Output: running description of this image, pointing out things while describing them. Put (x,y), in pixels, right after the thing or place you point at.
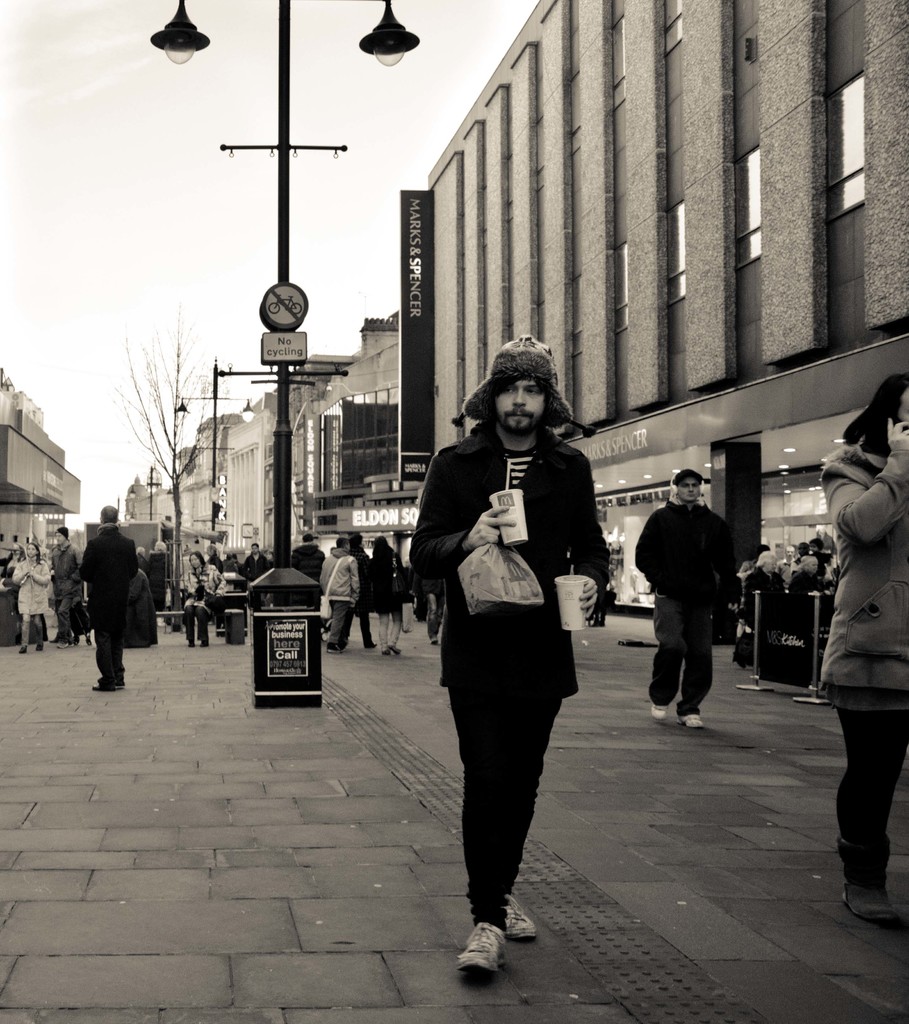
This is a black and white image we can see one man (533,523) is wearing a cap (556,392) and holding two glasses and a cover (502,587). There are some other persons (109,544) present on the left side of this image (206,593) and on the right side of this image (731,604) as well. There is a pole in the middle of this image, and there are some buildings (271,458) in the background (19,503), and there is a sky (341,202) at the top of this image (360,156).
